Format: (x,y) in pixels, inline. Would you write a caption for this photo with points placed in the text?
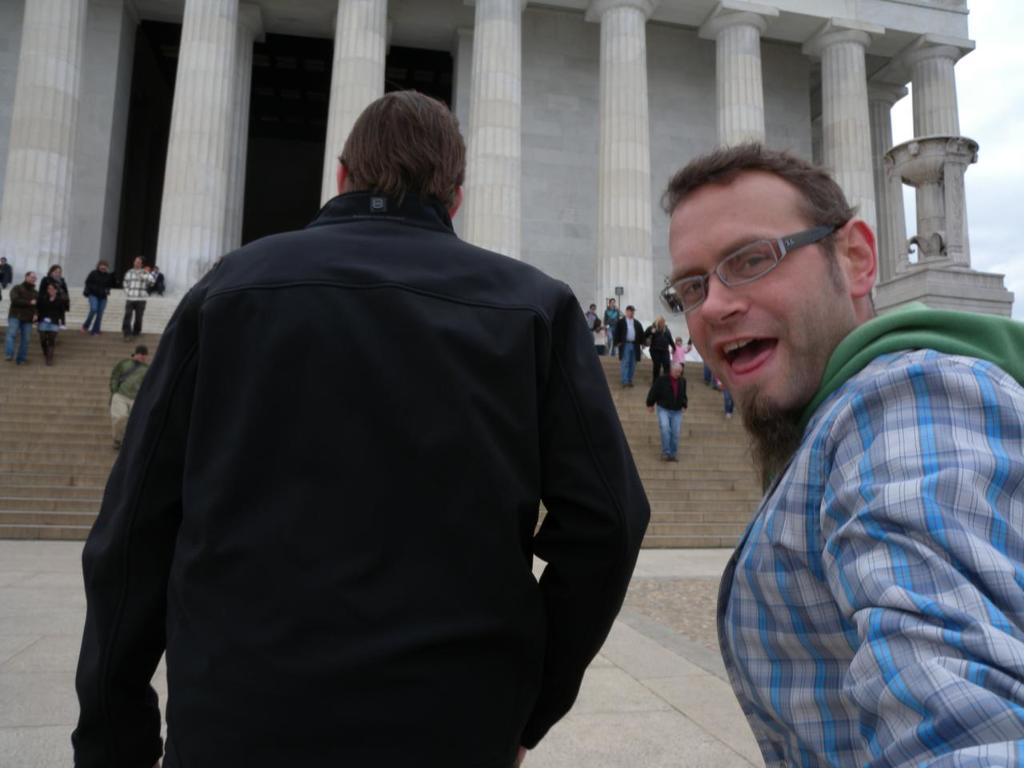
In the image there is a person (513,371) in black dress (409,348) standing in the middle (349,330) and another person (848,419) in blue checks shirt (885,414) standing on the right side (912,608) and in the back (844,165) there is a palace (240,101) with many people (682,381) walking in front of it on the steps (698,433), on the right side (1022,185) top its sky (978,154) with clouds (1001,111).
